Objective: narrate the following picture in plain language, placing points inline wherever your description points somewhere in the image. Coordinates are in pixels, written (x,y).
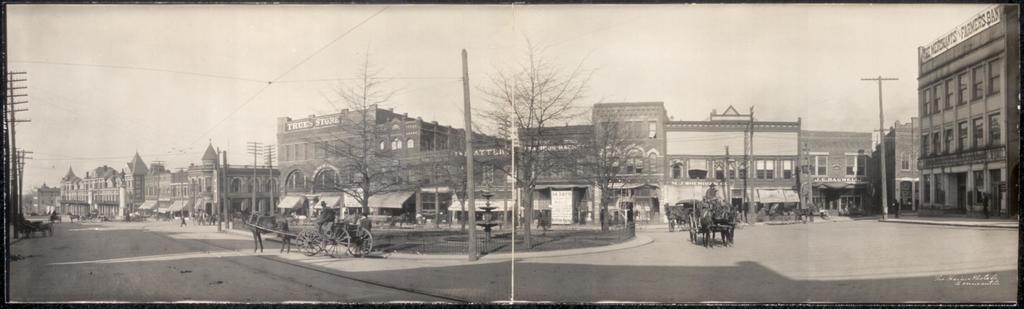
In the center of the image (370,191) we can see fountain (488,217), trees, grass (417,241), a pole (466,59) and a horse cart (325,239). On the right side of the image (995,28) we can see buildings (835,174), horse cart (715,219), trees (607,178), poles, persons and road (800,241). On the left side of the image (86,240) we can see buildings (239,170), poles (270,154), road (146,240) and persons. In the background (209,71) there is a sky (378,40).
